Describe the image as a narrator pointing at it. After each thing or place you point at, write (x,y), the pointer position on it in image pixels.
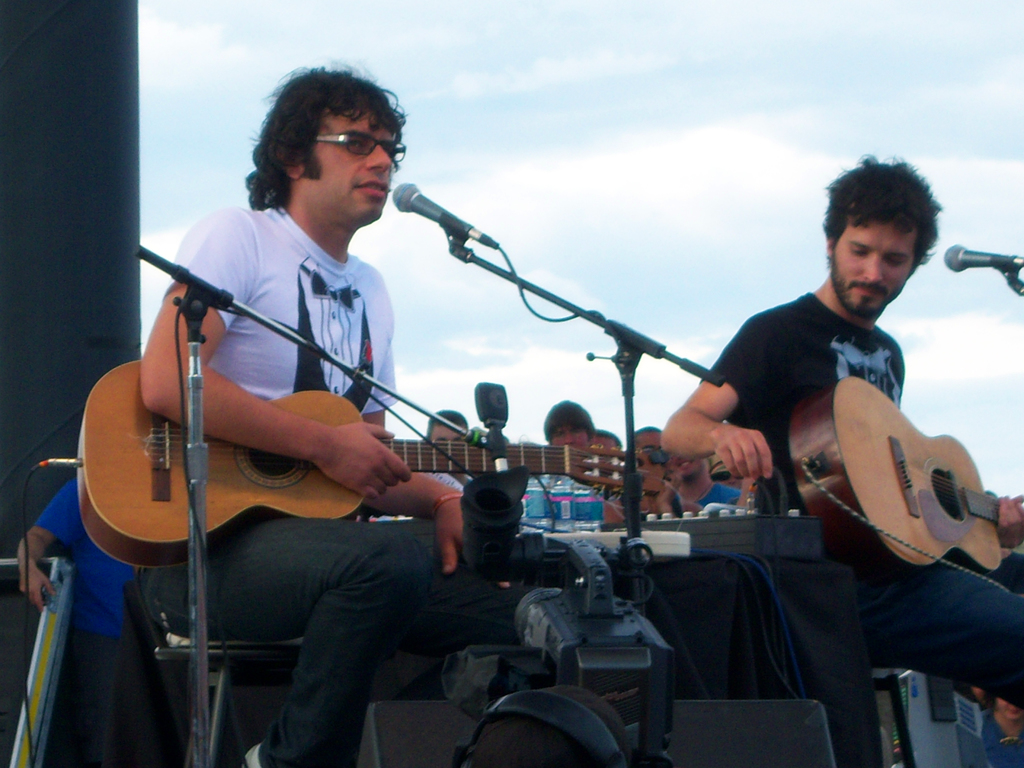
In this image there are two persons (444,554) who are playing guitar (945,498) at the foreground of the image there are microphones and at the background of the image (653,504) there are persons (679,497) sitting.
